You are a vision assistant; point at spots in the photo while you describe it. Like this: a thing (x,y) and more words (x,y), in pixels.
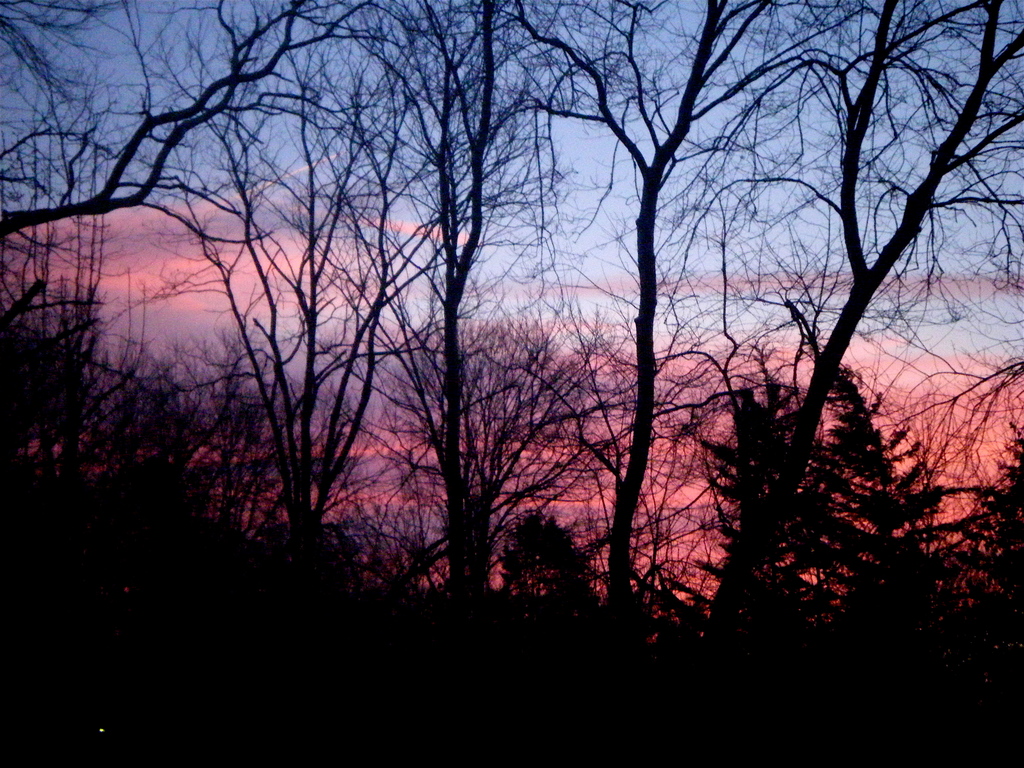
In this picture we can see many trees (866,516). On the top (754,147) we can see orange clouds (660,331) and sky (610,203).
